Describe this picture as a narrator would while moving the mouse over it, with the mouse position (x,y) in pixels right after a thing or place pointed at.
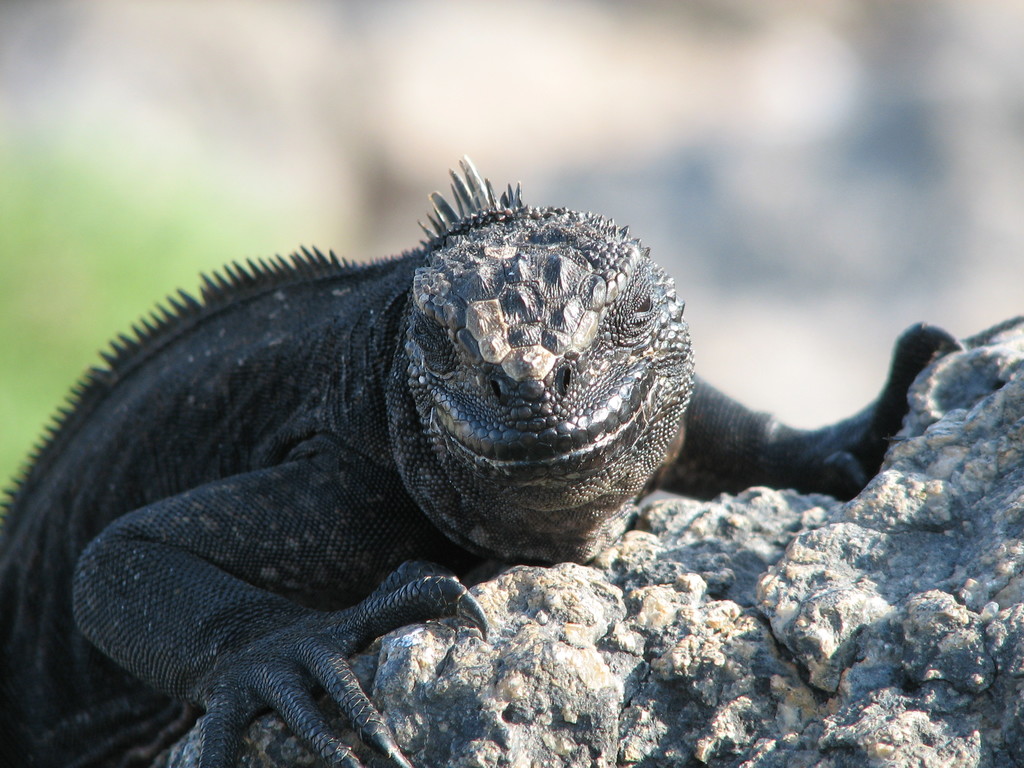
In this image I can see an animal (107,406) which is in black color on the rock (618,623) and I can see blurred background (160,100).
